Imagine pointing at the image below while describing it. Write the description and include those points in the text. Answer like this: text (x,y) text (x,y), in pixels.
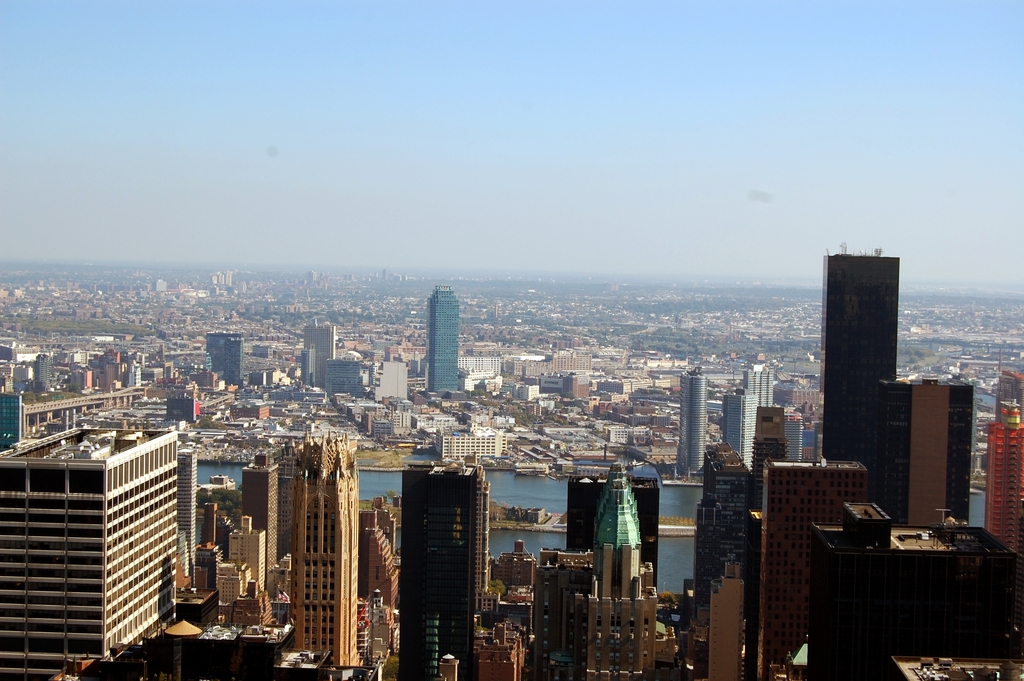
In the image we can see there are lot of huge buildings (601,482) and there is river (524,494) in between the buildings (813,494). There is a clear sky (562,117).
